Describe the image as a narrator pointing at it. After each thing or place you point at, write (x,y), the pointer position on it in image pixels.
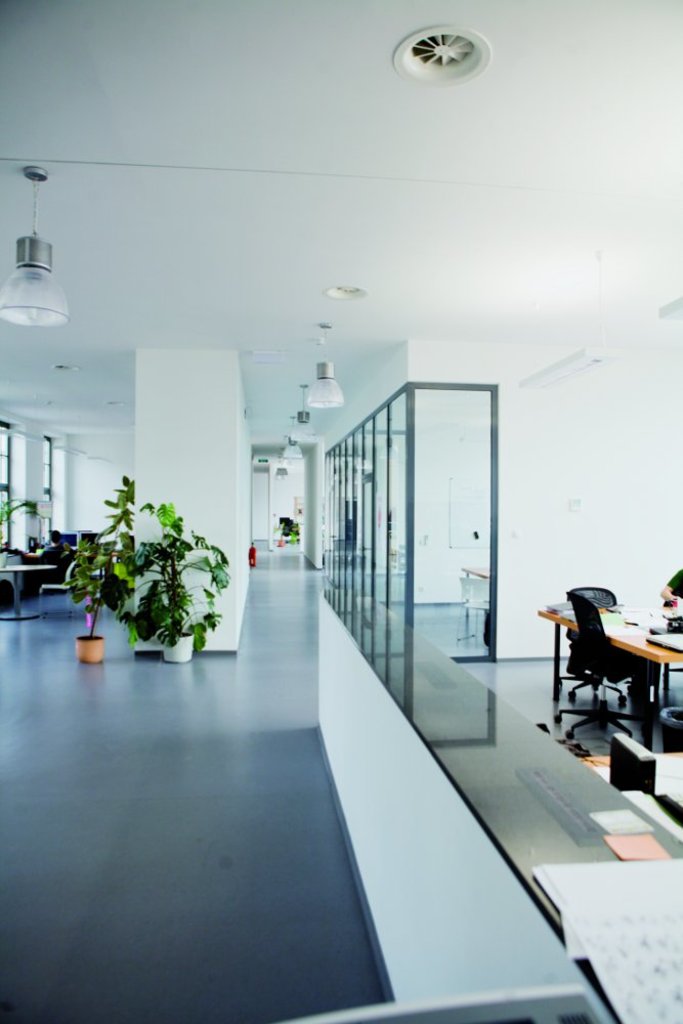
In this image I can see inside view of a room (616,231), in the room (616,231) I can see flower pot (99,652), in the flower pot (84,646) I can see plants (173,586) and on the right side (610,639) I can see a table (650,651), on the table (622,642) I can see books (641,639), in front of table (558,660) I can see a black color chair (590,676), at the top (123,267) I can see lights (20,253) visible on the roof (281,204).
